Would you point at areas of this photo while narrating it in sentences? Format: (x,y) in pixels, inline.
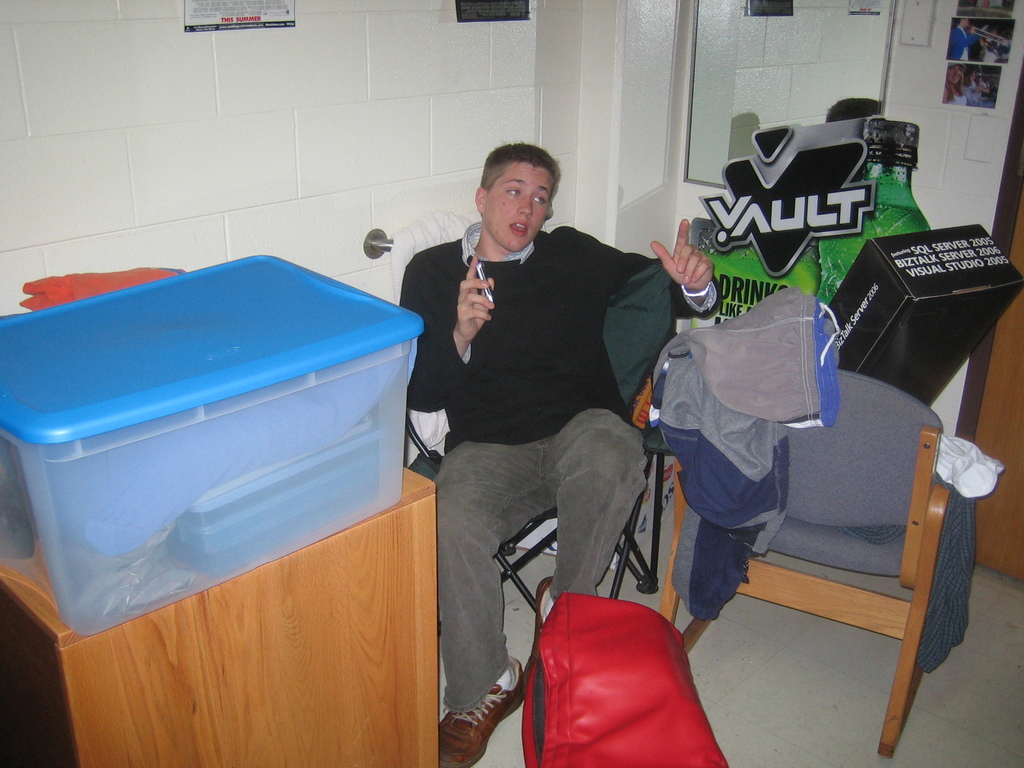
In this image there is a person (513,425) wearing black color T-shirt (580,383) sitting on the chair (618,547) and at the right side of the image (885,515) there is a chair (835,482) on which there is a jacket (699,521) and at the left side of the image (224,563) there is a box (310,494).
